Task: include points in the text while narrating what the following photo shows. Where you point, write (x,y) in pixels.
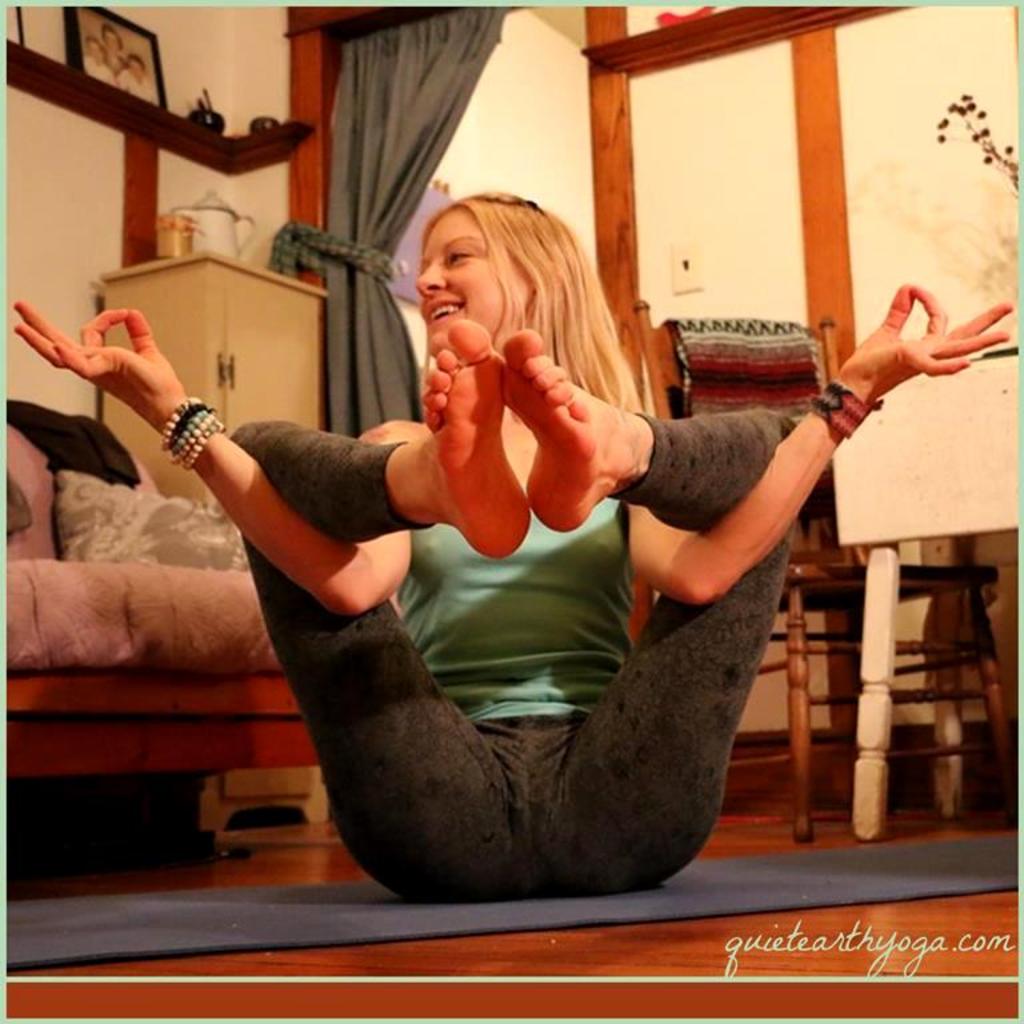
In this image we can see a room (305,149). In the room (332,174) there are a woman (308,532) sitting on the mat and performing exercises, sofa (29,577), cushions (95,538), photo frames (119,36), decors (192,223), walls (530,180), curtain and a wardrobe (248,381).
